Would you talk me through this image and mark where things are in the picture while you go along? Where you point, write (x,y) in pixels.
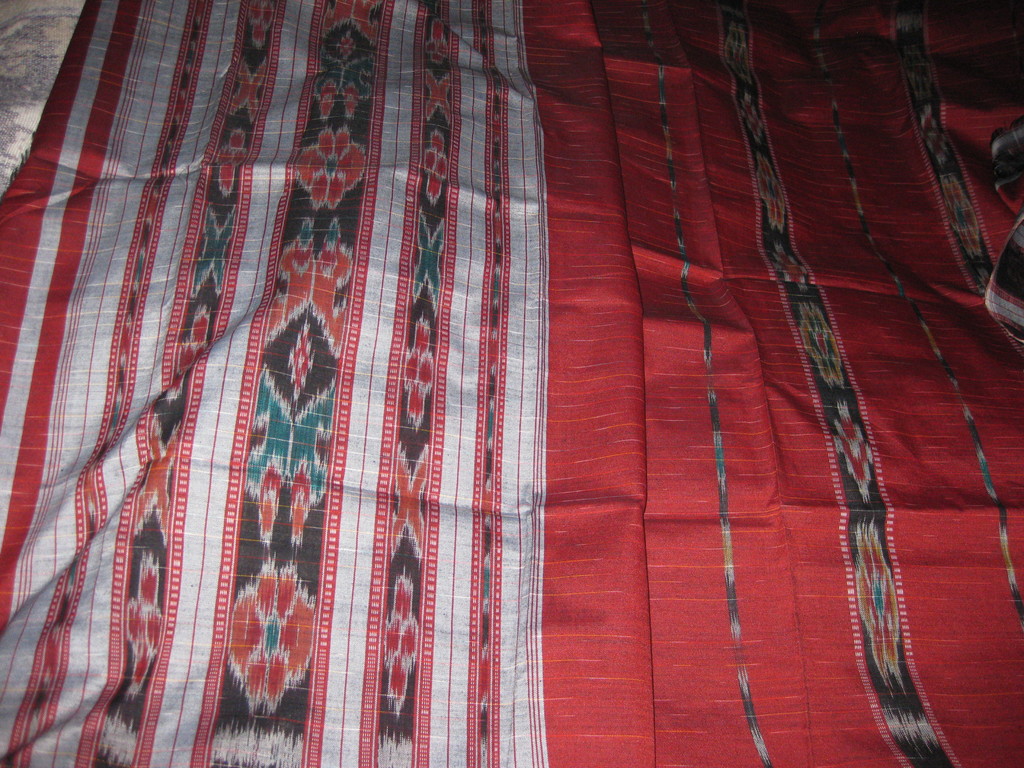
In this picture, we see a saree (730,500). This saree (648,437) is in red, black, grey, orange and blue color.
